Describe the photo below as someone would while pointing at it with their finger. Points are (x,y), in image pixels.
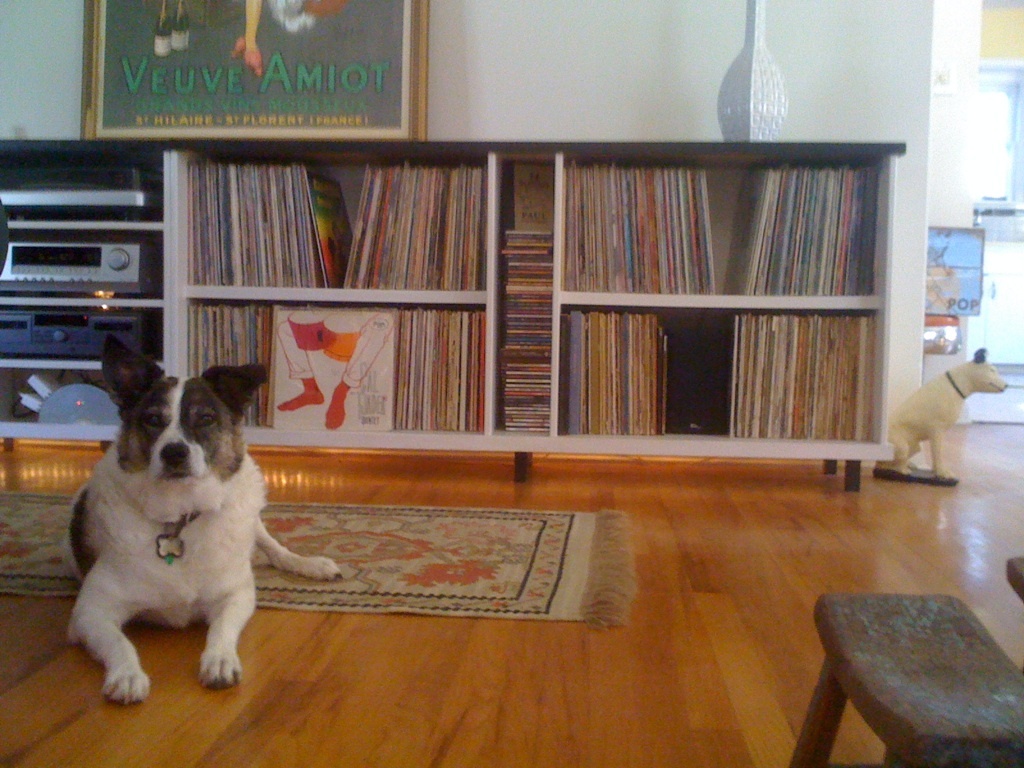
In the image there are many records (584,413) in the rack (553,357) with music player (43,331) on the left side (44,349), in the front (139,446) there is a dog (200,594) laying on the wooden floor (632,653), on the right side (891,434) there is a dog statue (898,479).
